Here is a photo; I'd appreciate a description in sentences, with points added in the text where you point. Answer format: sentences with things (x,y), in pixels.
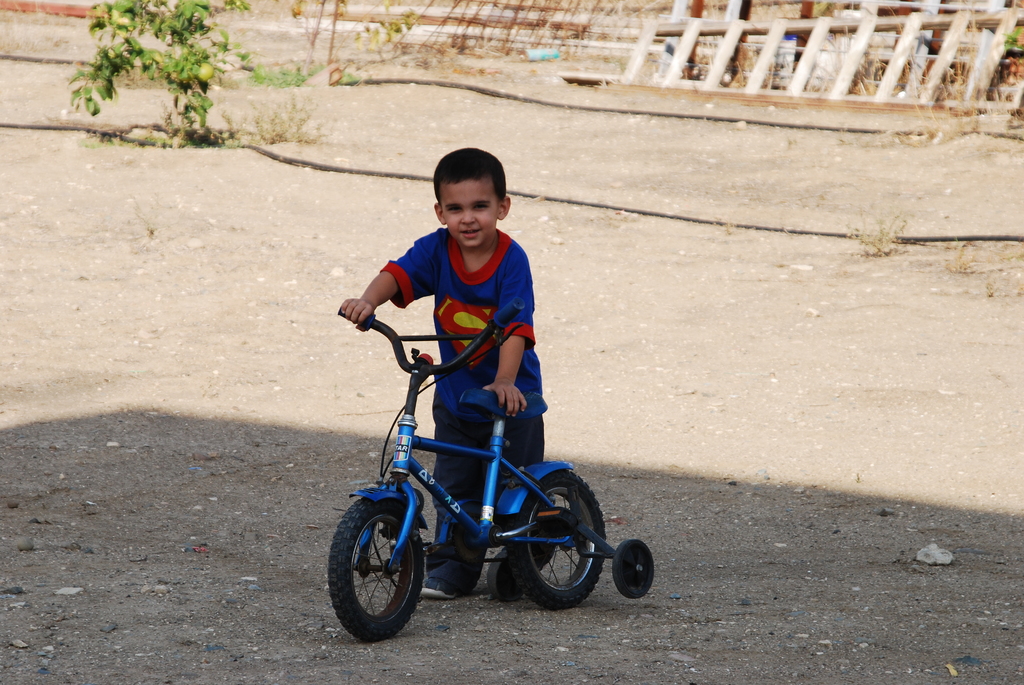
In this image we can see a boy (523,317) holding a bicycle (378,331) in his hand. In the background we can see a wooden ladder (982,82) and a small plant (86,95).
